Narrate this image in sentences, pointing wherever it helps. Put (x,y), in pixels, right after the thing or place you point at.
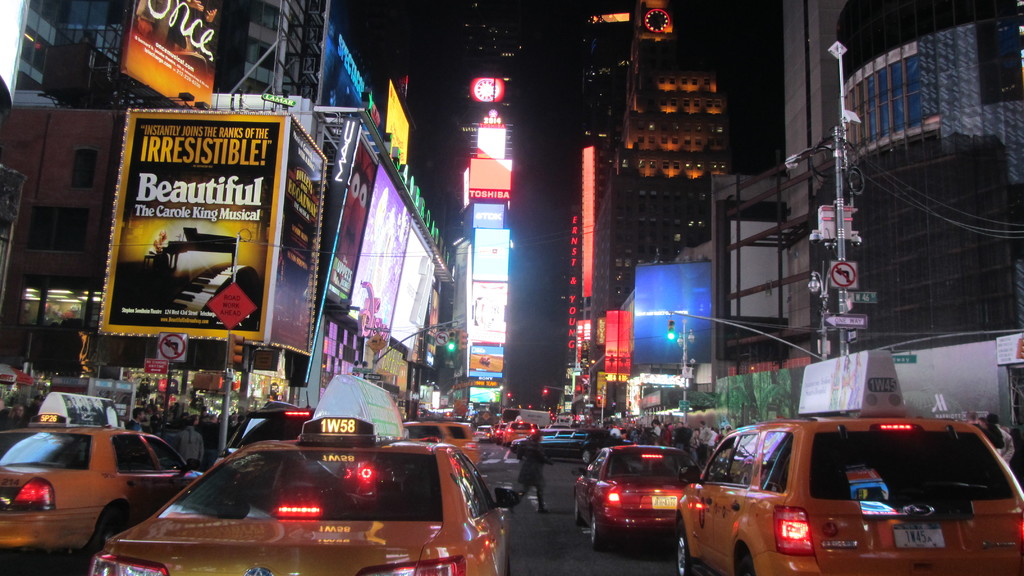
In the picture we can see vehicles (479,490) which are moving on road (547,504), there are some persons (692,428) walking along the footpath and some are crossing the road (483,451), there are some poles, traffic signals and in the background of the picture (102,145) there are some buildings (56,250).
